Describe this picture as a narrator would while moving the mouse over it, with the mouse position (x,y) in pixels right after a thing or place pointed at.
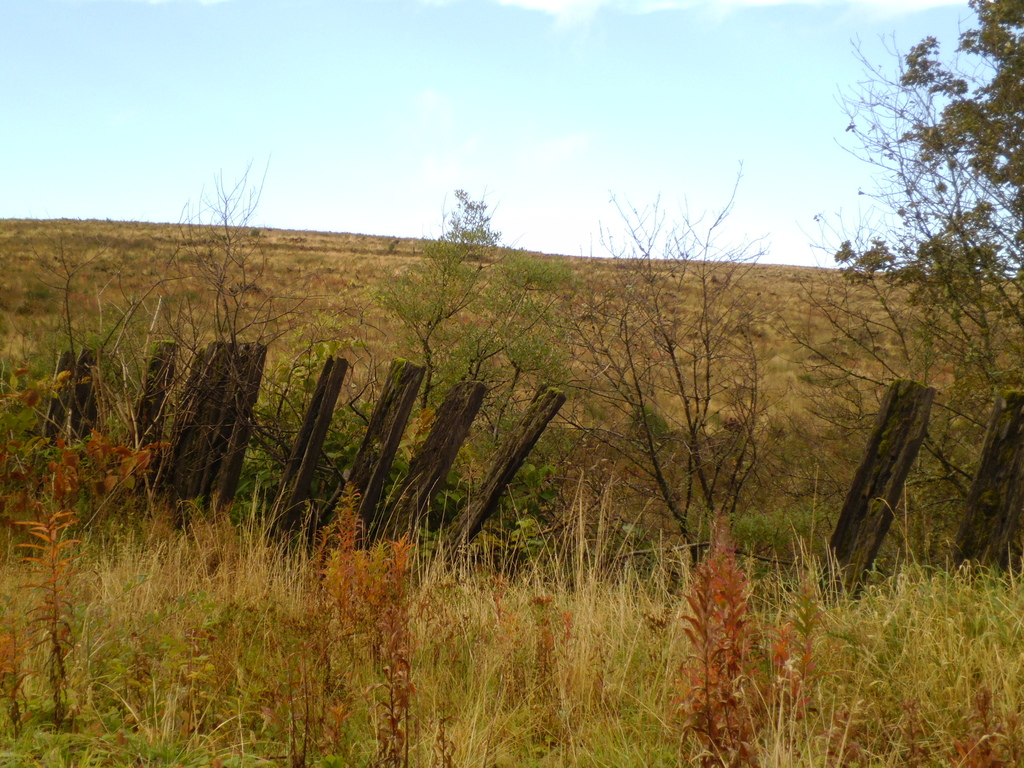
In this picture I can see green grass (446,577) in the foreground (548,651). I can see trees (969,104). I can see fencing (517,454). I can see clouds (508,191) in the sky (517,192).
